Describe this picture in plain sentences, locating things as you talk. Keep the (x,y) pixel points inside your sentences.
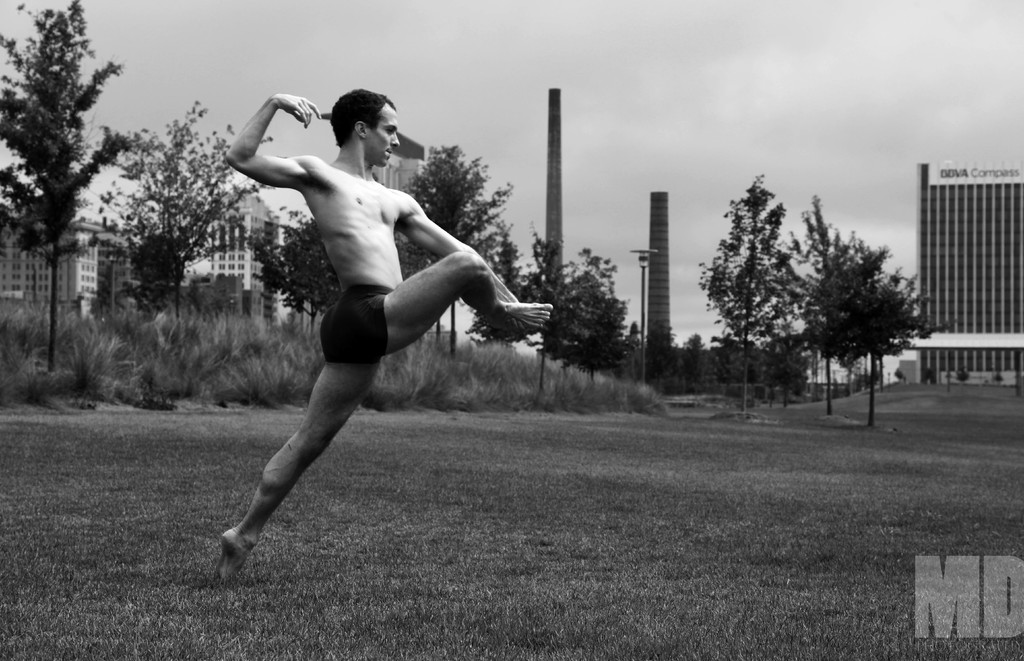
Here in this picture we can see a person (350,215) performing something on the ground (423,429), which is fully covered with grass (360,432) over there and we can see plants (244,360) and trees (315,308) present over there and we can also see buildings (1004,303), poles (643,312), light post (644,266) and towers (656,274) present over there and we can see clouds (588,229) in the sky (588,229) over there.
